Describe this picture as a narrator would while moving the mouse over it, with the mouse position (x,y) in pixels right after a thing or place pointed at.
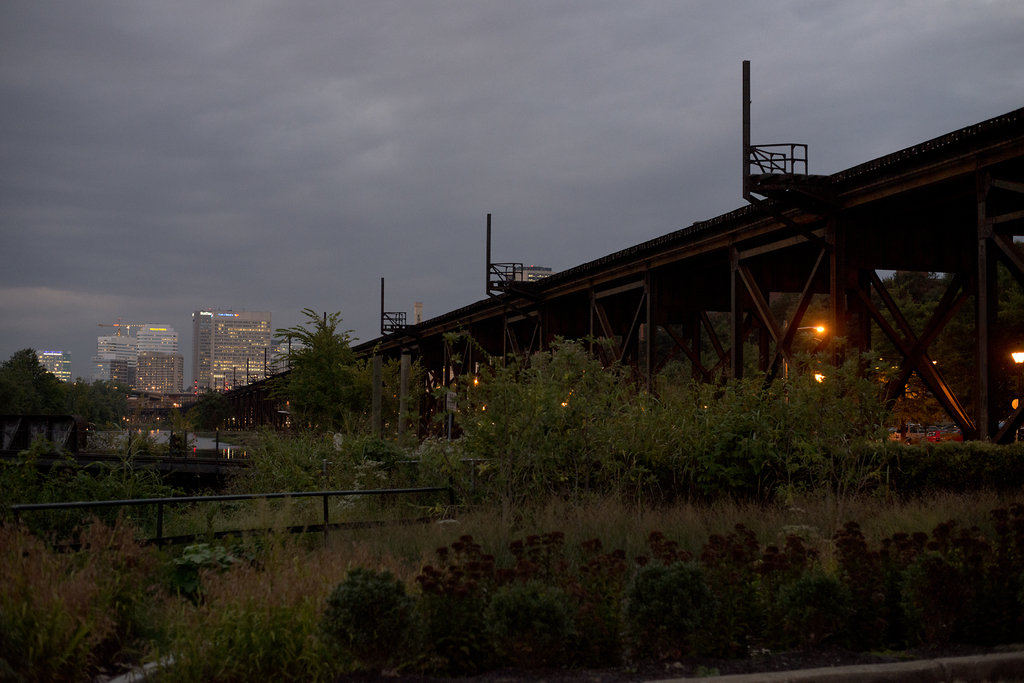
In this image there are plants (609,543) on the ground (631,502). Behind the plants (312,605) there is a railing (165,502). Behind the railing (193,501) there is the water (197,437). To the right (773,284) there is a bridge (990,144). In the background (138,365) there are buildings (111,371) and trees (62,388). At the top (460,55) there is the sky (587,36). There are lights (821,325) below the bridge (839,352).
